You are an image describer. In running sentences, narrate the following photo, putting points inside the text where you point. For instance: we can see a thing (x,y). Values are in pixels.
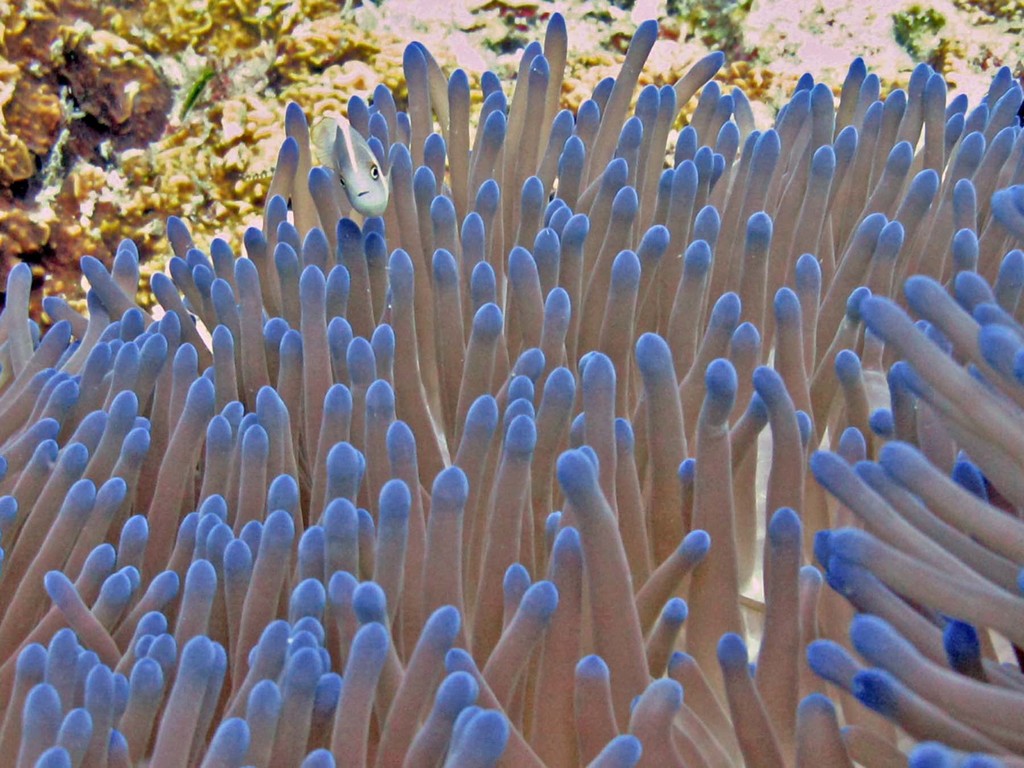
The image looks like a real photo. In the foreground of the picture (449,405) there is a sea anemone (786,370) and a fish (360,185). In the background (267,87) there are coral reefs (226,72).
